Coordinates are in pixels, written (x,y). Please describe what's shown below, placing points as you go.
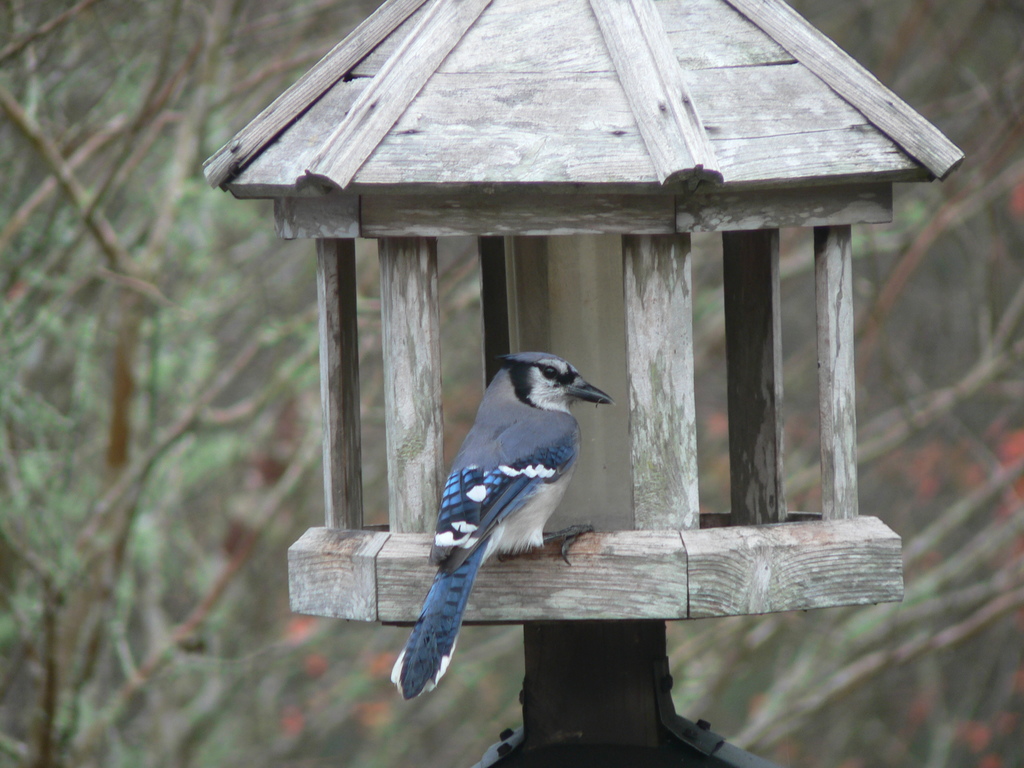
In this image we can see many trees (110,395). There is a bird feeder (833,255) in the image. A bird (491,521) is sitting on a wooden surface (591,540) of the bird feeder (708,536).
